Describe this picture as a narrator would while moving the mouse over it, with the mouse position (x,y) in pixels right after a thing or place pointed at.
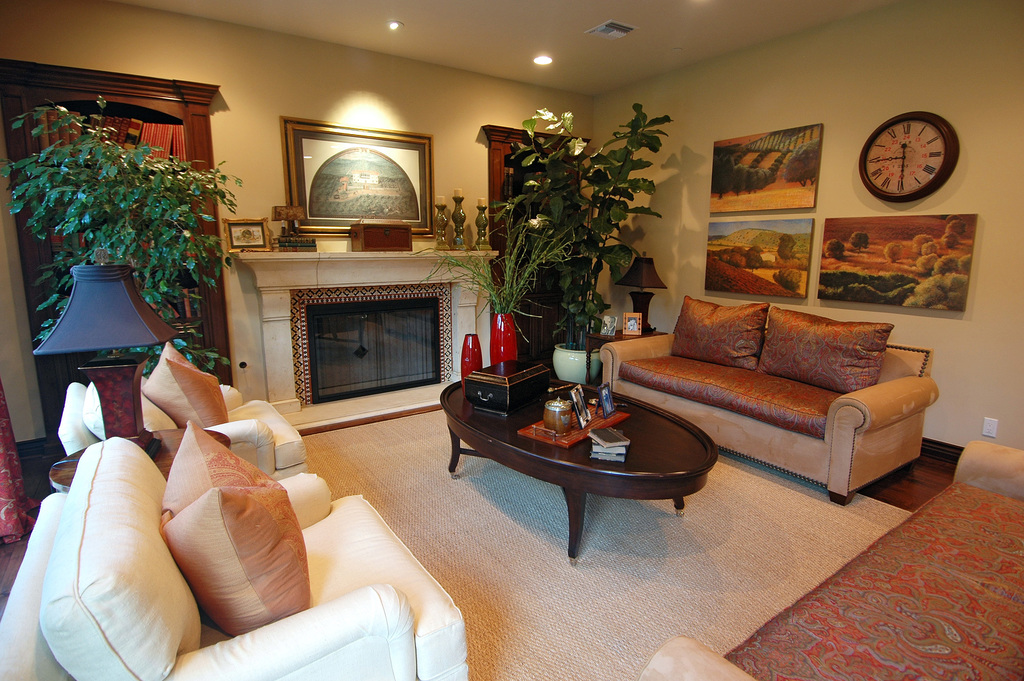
This picture describes about interior of the room (348,279) in this we can find sofas (835,427), plants (525,242), lights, wall paintings (752,233) and a wall clock (930,181).
